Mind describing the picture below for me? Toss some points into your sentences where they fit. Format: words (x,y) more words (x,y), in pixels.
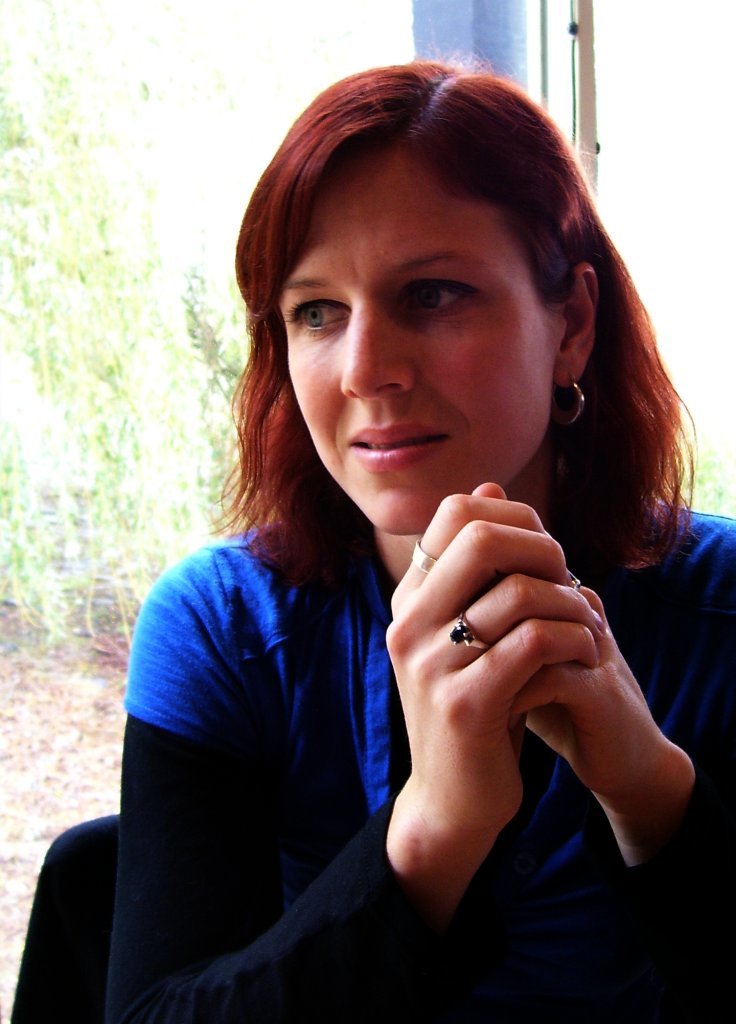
Here I can see a woman (278,862) is sitting on a chair (78,924) and looking at the left side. At the back of her there is a glass (552,63). In the background (103,176) there are some plants (127,298).
